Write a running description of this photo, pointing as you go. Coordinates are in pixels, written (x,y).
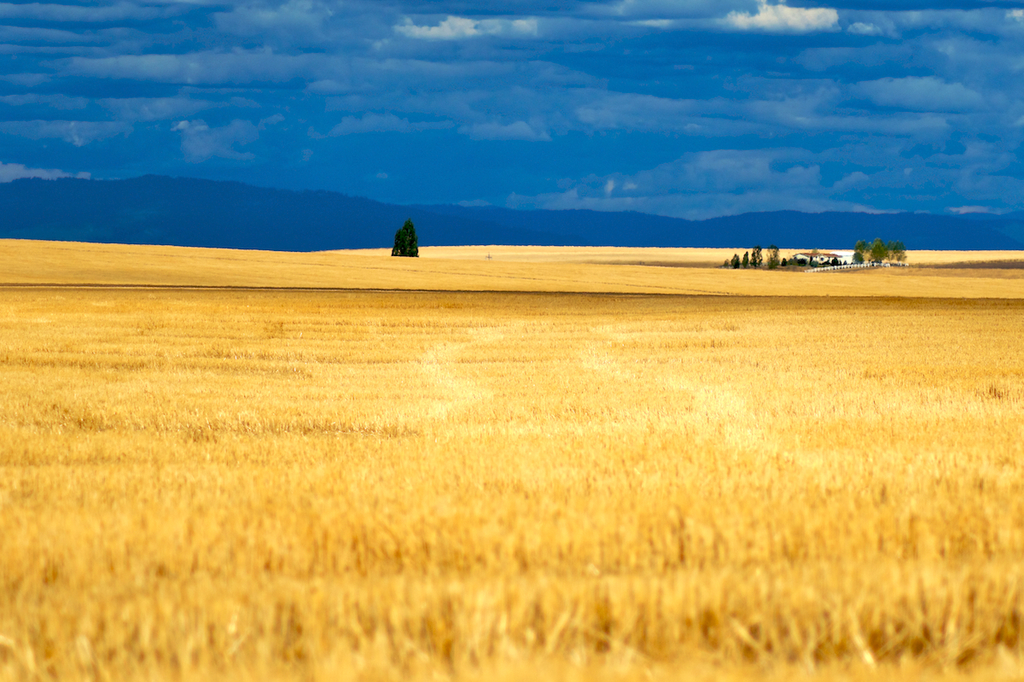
In this image I can see the dried grass (648,346) and the grass (817,309) is in brown color. Background (636,119) I can see few trees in green color and the sky (440,133) is in blue and white color.
